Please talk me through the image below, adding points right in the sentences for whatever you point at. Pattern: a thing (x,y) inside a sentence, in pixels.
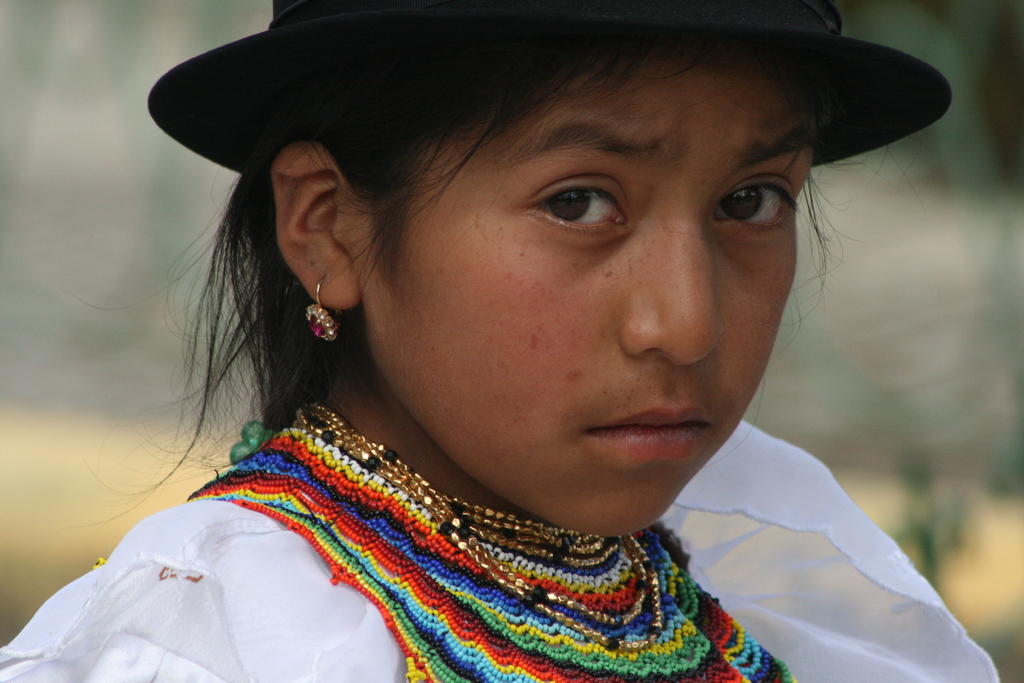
In the middle (653,445) a girl (717,367) is looking at this side, she wore a white color dress (249,580) and golden ear rings (321,306).
